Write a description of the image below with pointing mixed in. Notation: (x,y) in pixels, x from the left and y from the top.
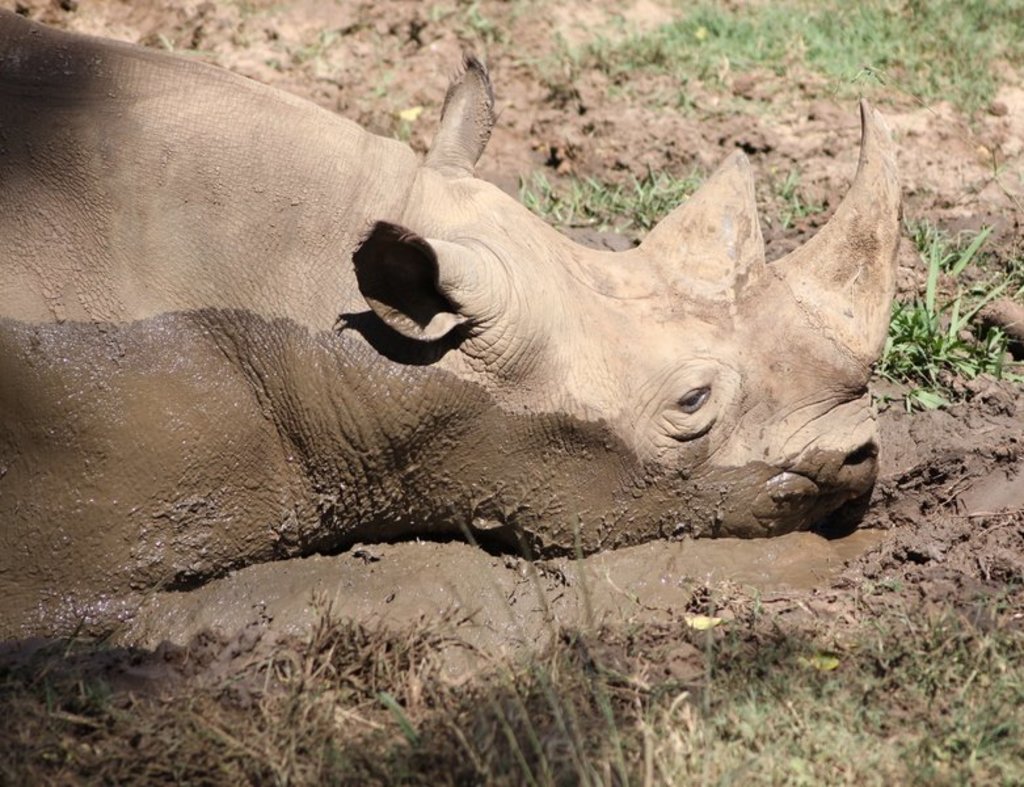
In this picture there is a rhinoceros (398,352) in a mud water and there is a bit greenery ground (801,682) on either sides of it.
